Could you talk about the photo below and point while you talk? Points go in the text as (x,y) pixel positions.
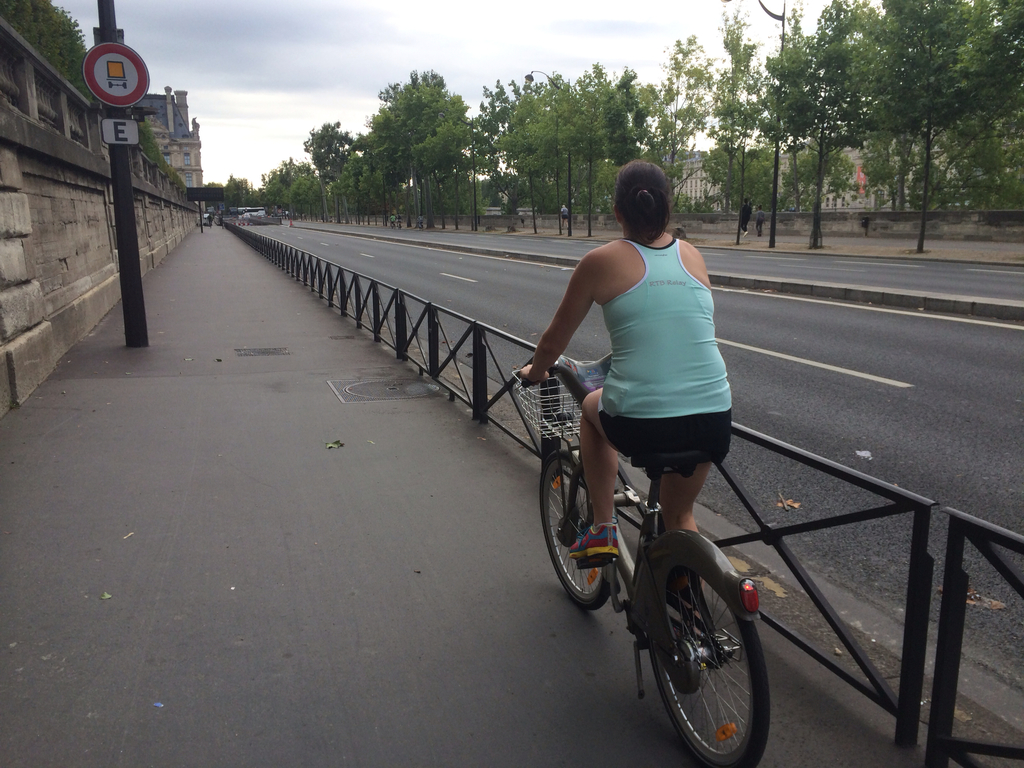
A woman (642,347) wearing a blue and black dress (633,380) is riding a cycle (640,577). Cycle (582,472) is having a basket (542,411). The cycle (535,414) is on the foot walk (219,394). There is a sign board (123,87), wall (78,183) on the sides. There are trees (506,152) and road (506,282). There are railings (398,325) on footpath (285,281).
